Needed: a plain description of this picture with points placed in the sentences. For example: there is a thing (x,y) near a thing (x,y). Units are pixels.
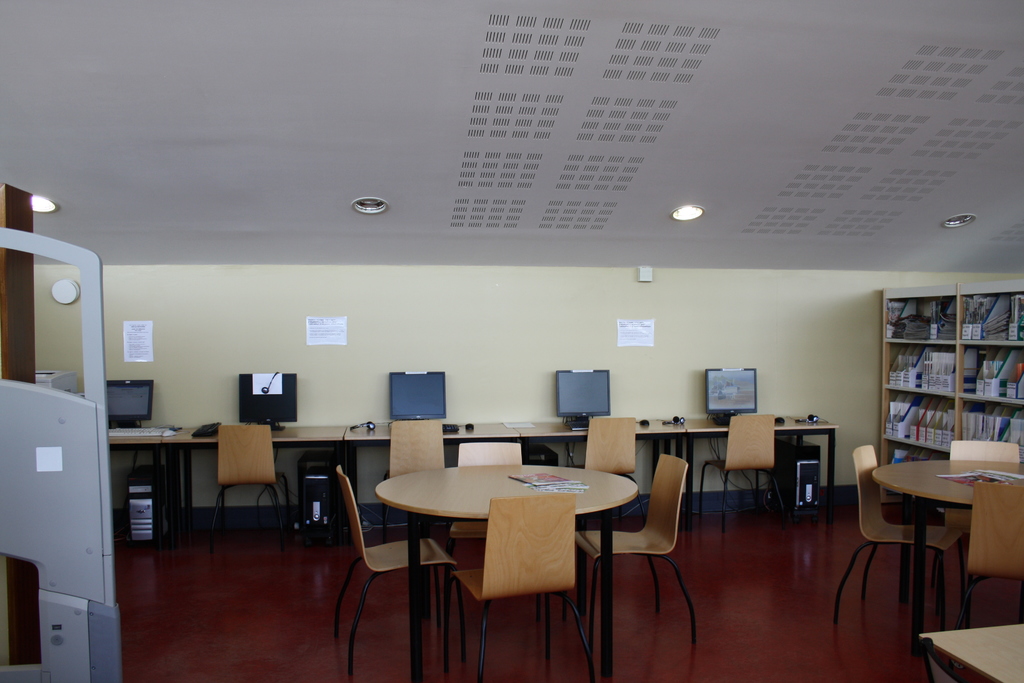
In this picture I can see a room (446,550), in which we can see some systems (707,406) are placed on the table (533,438) with chairs (530,494), side we can see some tables (429,482), chairs (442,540) are arranged, we can see book shelves (926,389) and also I can see some holes (899,184) on the roof (897,207) along with the lights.
